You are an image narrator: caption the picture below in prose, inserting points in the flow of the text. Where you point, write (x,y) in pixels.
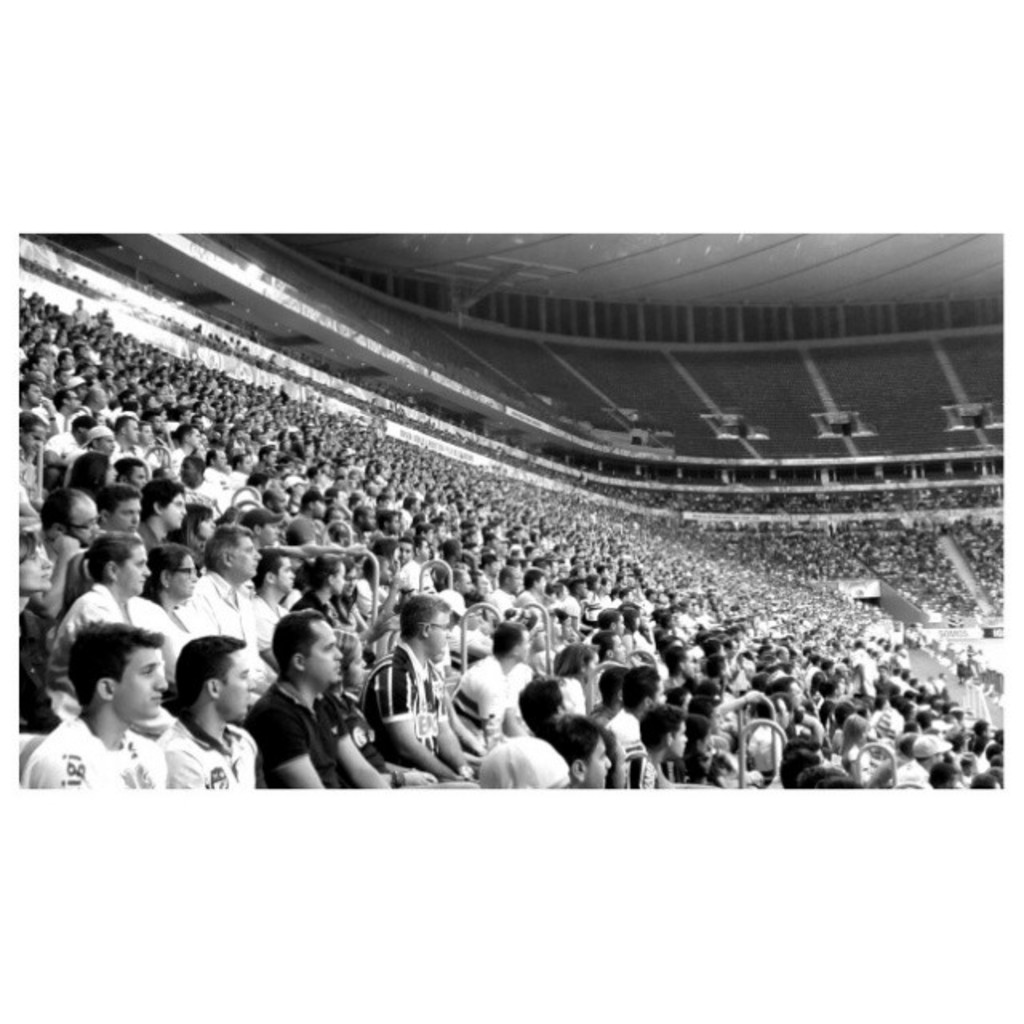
This is a black and white picture. Here we can see hoardings (590,446), ceiling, and group of people (397,604) are sitting on the chairs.
